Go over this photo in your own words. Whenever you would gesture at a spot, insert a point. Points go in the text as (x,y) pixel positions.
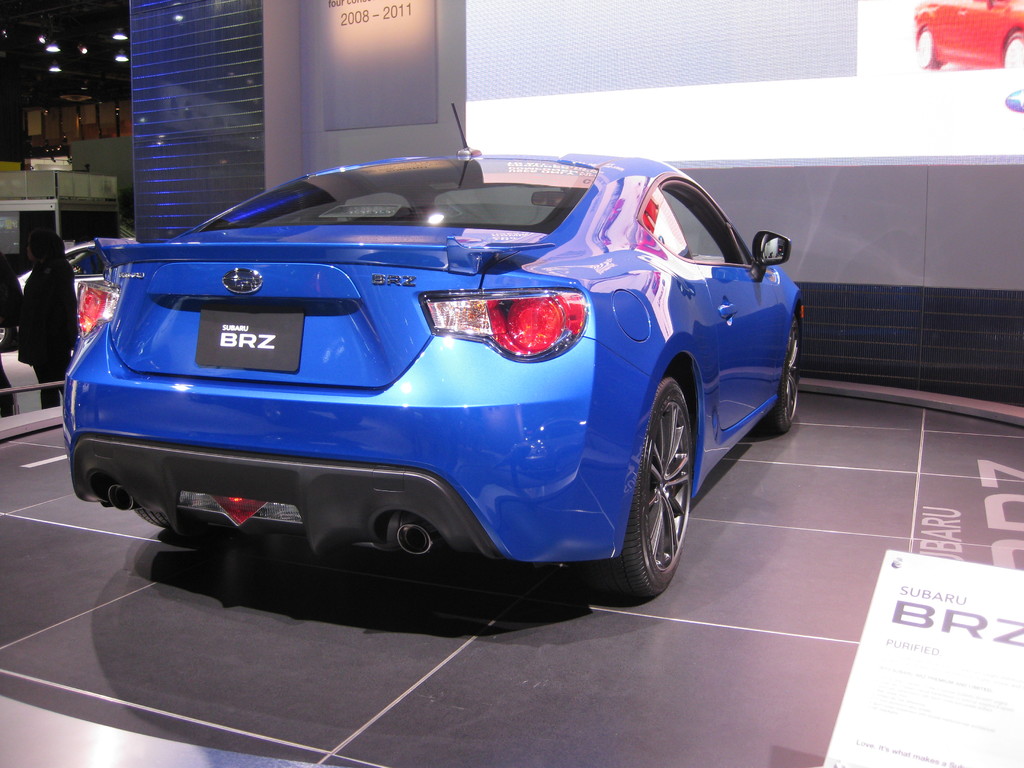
In this image I can see the vehicle (456,375) which is in blue color. In the background (672,111) I can see the screen (624,96) and the board (370,76) to the wall (305,39). On the left (31,314) I can see the person (22,323) and the vehicle (24,290). I can also see many lights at the top (52,63).
